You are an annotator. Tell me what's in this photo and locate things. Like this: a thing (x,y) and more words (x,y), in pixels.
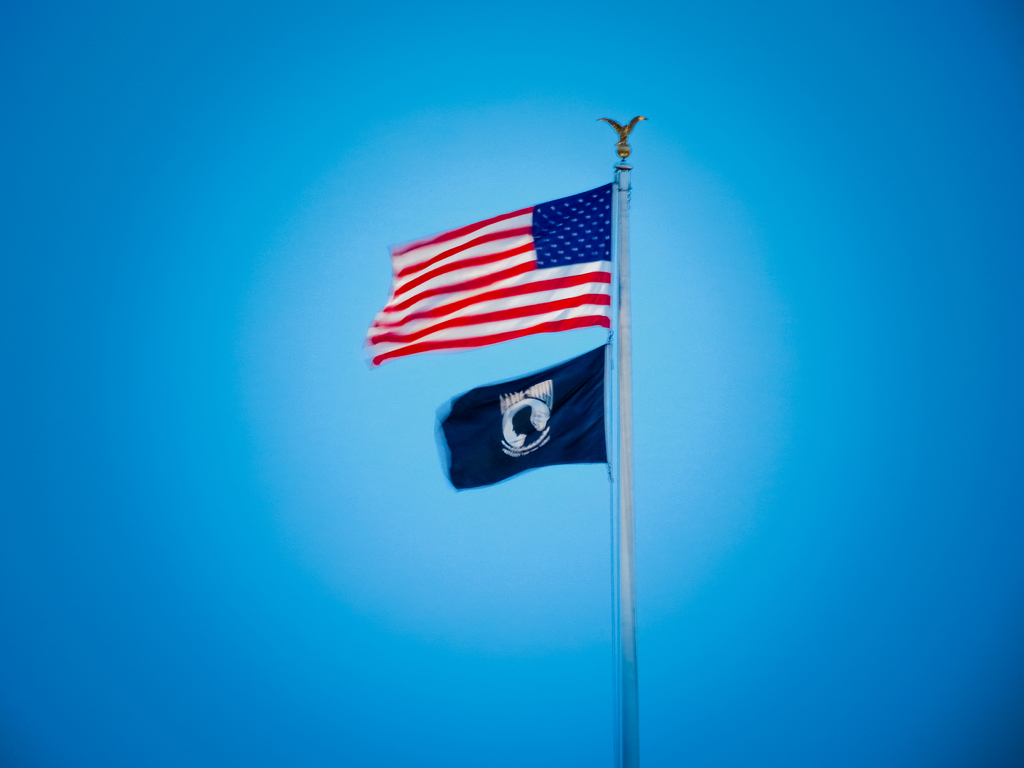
This image consists of flags (508,335) which are in the center (594,401).
